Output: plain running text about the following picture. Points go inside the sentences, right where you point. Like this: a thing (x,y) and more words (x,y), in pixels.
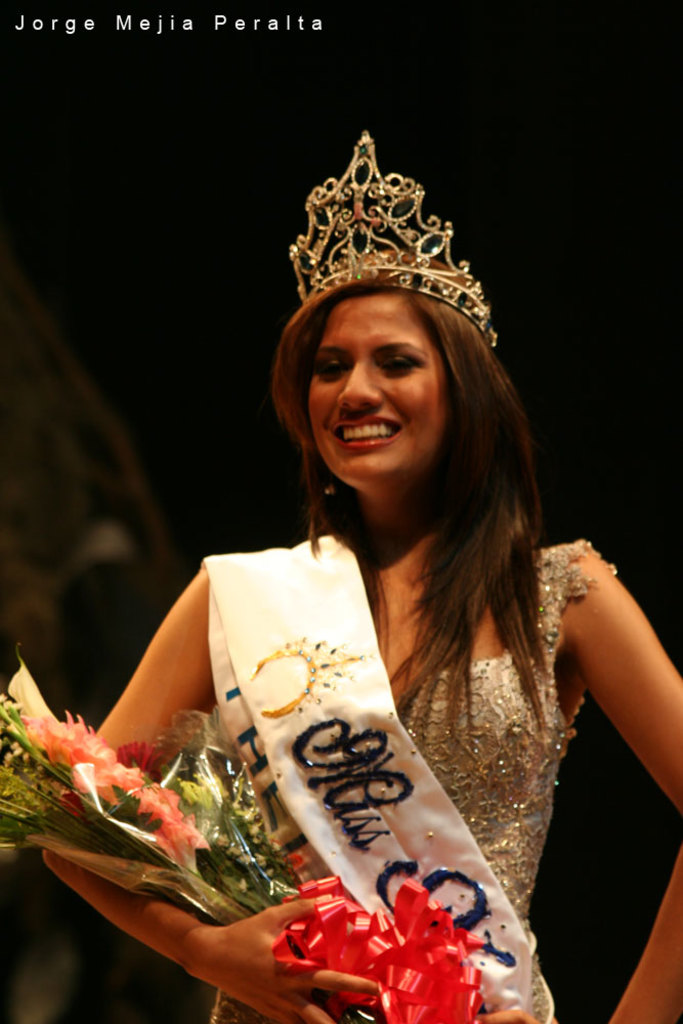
In the image there is a lady (321,382) with a crown (333,269) on her head (299,340). And there is a sash (282,702). And she is holding a flower bouquet (212,909) in her hand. Behind her there is a dark background (330,4). In the top left corner of the image (33,15) there is a name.
